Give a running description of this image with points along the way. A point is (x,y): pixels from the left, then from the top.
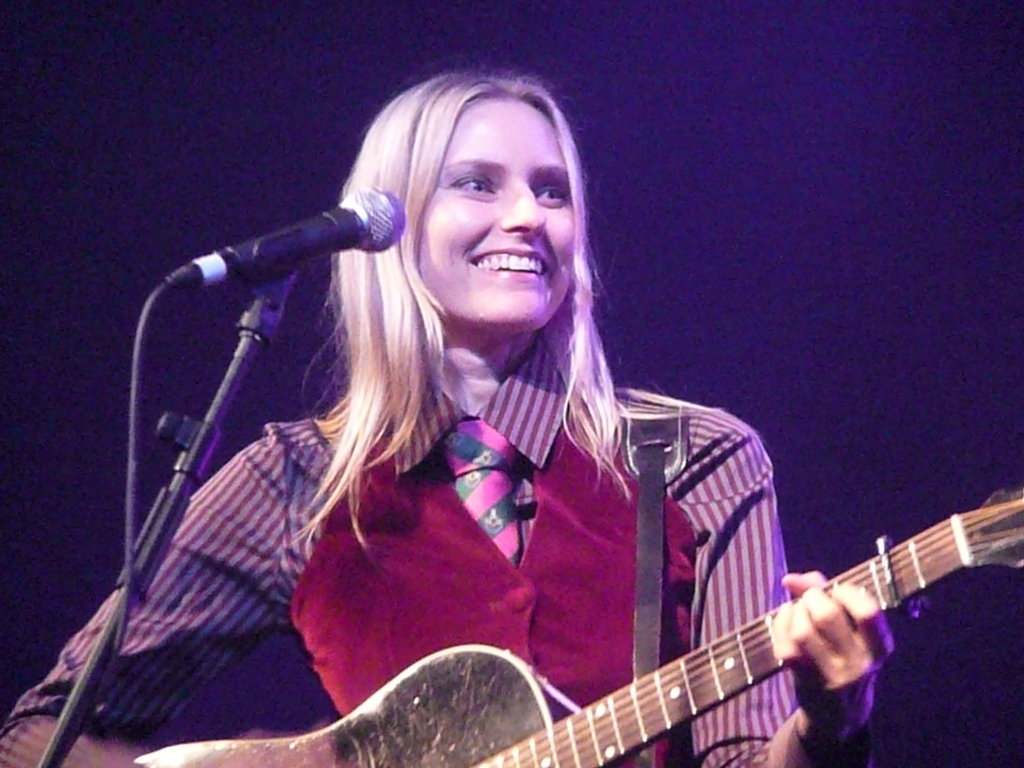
In this picture we can see woman (587,473) smiling holding guitar (402,727) with her hands (795,644) and playing it and in front of her we can see mic (396,204).
